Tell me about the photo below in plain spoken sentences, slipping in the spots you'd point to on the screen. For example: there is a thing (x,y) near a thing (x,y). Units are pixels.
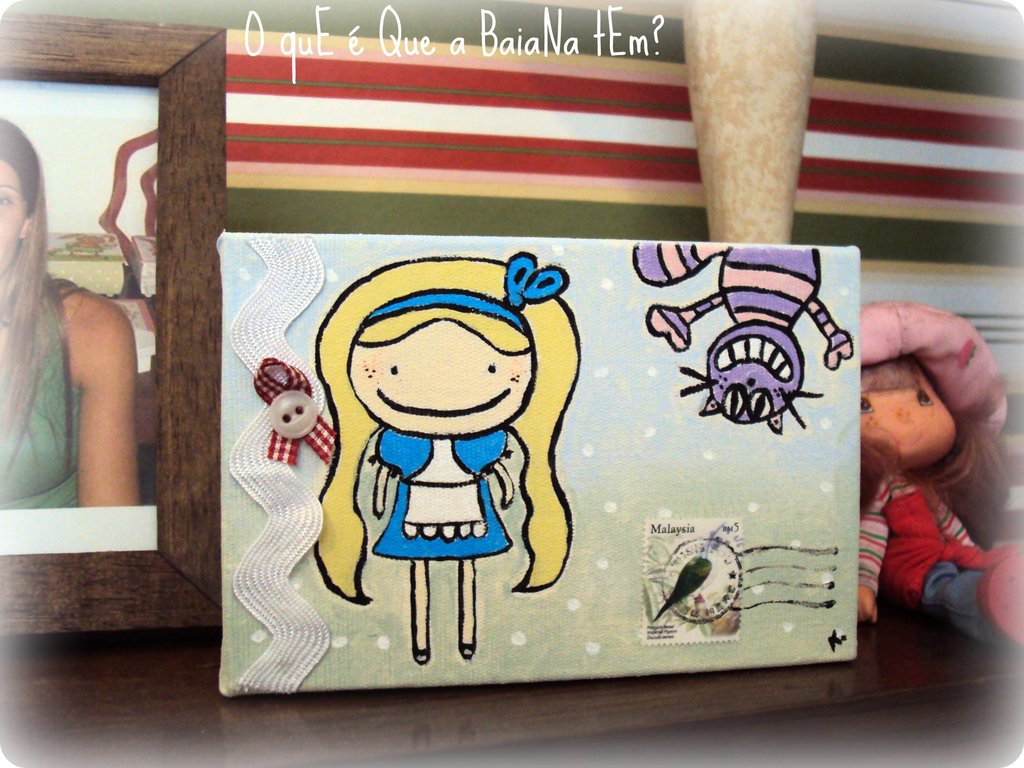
In this picture I can see an envelope (477,302) in front (453,271), on which I can see the pictures (479,314) of cartoon characters (680,371) and I see a stamp (660,534). On the left side of this picture (182,35) I can see a photo frame (55,198) and on the photo (109,195) I can see a woman (27,312). On the right of this picture (910,556) I can see a soft toy (923,560). On the top of this picture (317,22) I can see the watermark (482,43).
